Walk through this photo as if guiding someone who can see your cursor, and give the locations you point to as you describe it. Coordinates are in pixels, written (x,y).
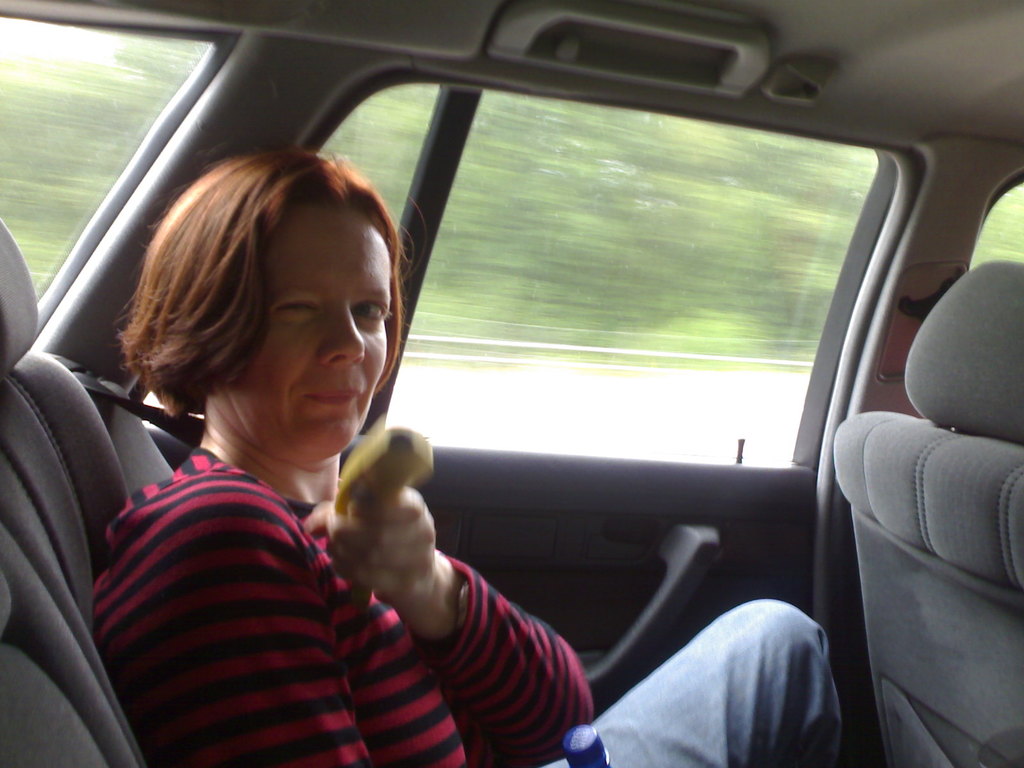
in a picture there is a woman (274,397) sitting in a car (550,473).
